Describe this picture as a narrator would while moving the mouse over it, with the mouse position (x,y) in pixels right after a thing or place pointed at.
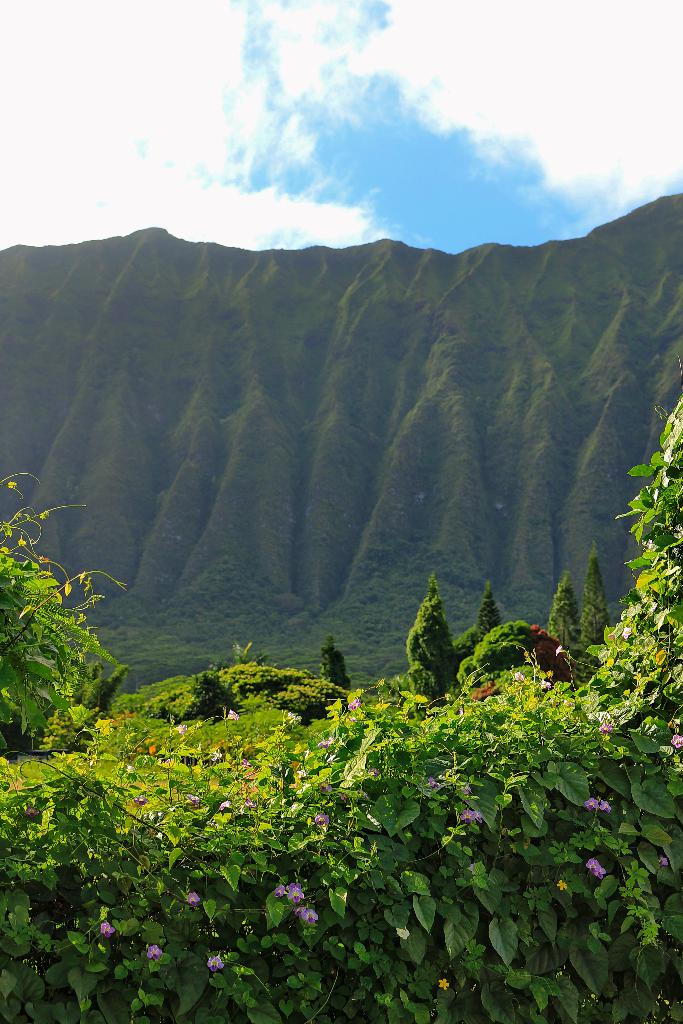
In this image I can see the purple color flowers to the plants (264,778). In the background (124,681) I can see the trees (114,695), mountains (295,378), clouds (260,208) and the sky (363,166).
